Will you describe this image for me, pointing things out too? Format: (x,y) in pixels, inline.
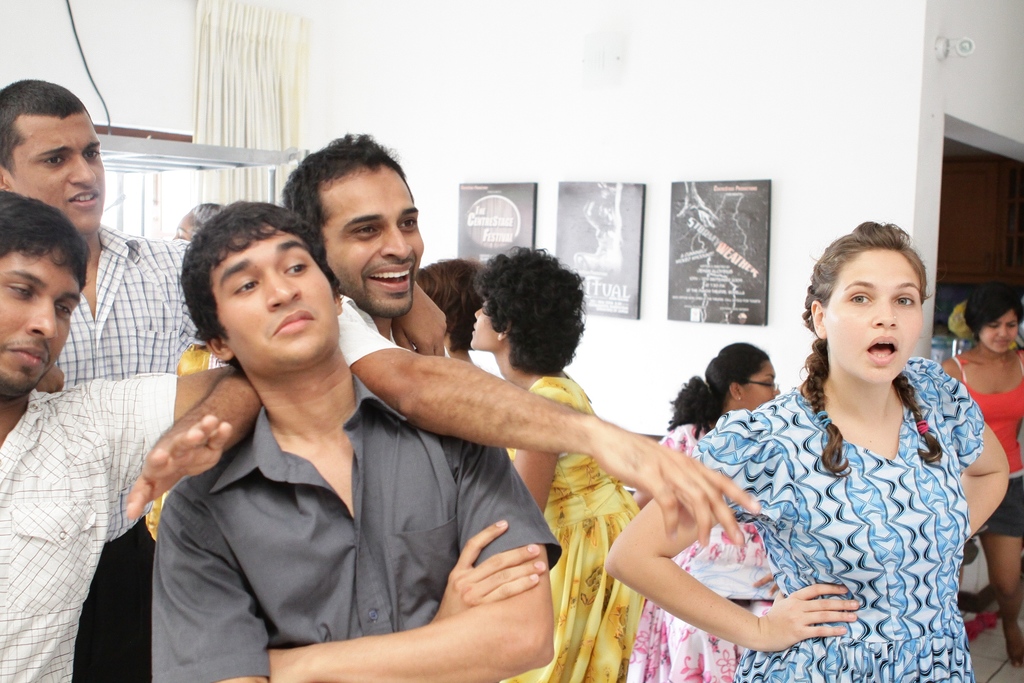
In this image there are a group of men (184,398) standing towards the left of the image (23,272), there are a group of women (808,430) standing towards the right of the image (727,457), there is a wall (638,133), there are photo frames (633,239) on the wall (569,180), there is text (700,226) on the photo frames (631,263), there is a curtain (257,66) towards the top of the image (263,47), there is a wire (94,87) towards the top of the image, there is an object (193,145) behind the men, there is floor (984,658) towards the bottom of the image (998,652), there is an object (981,623) on the floor (985,641), there is a light (947,41) on the wall (988,61).
